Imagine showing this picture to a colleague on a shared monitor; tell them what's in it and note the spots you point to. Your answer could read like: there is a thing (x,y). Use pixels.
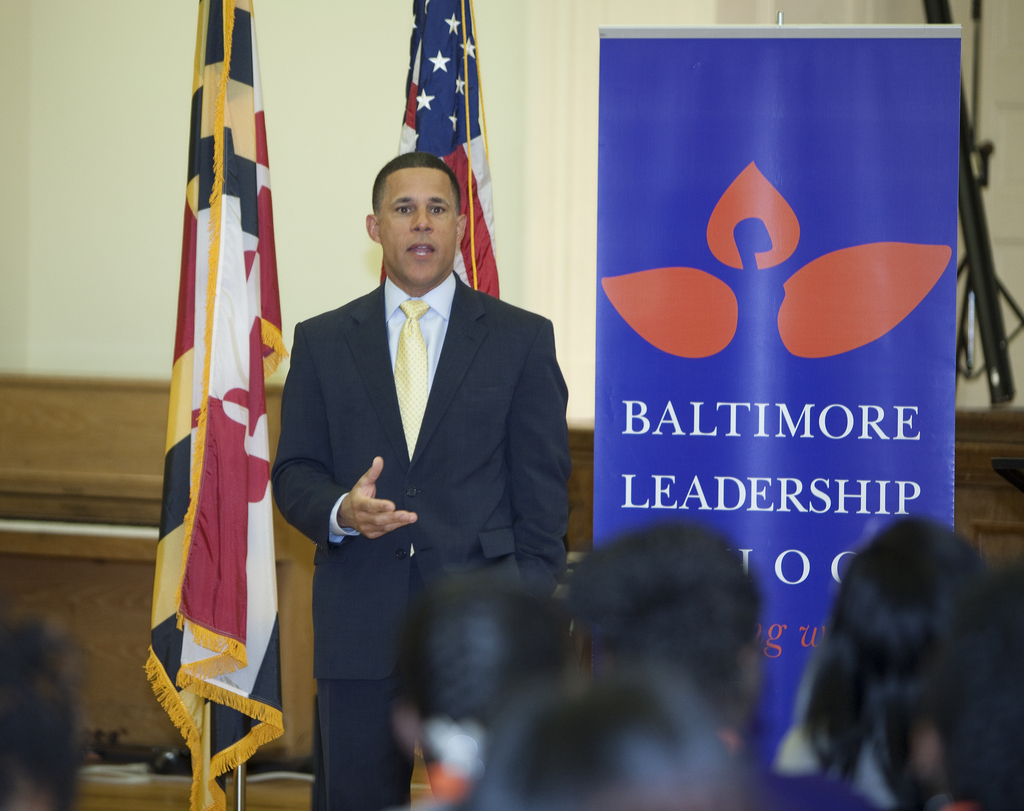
In this image there is a person (417,515) standing on the stage (263,779). Behind him there are two flags (204,783). Beside the flag (454,84) there is a board (784,328). In front of the person (314,655) there are few people (729,643). At the back side (133,211) there is a wall (114,194).
